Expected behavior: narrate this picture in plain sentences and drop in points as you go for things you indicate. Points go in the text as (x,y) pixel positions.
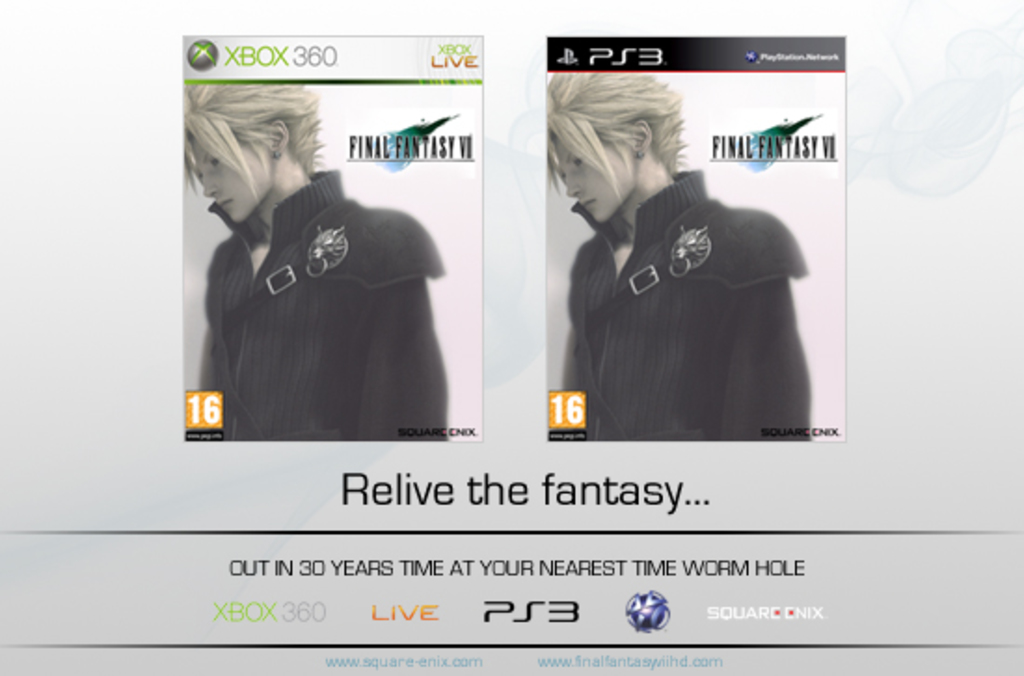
In this image there is a cover (288,343) of a compact disk (285,333) having picture (288,343) of a person (354,285) and some text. Bottom of the image (431,534) there is some text (423,571). Person (355,344) is wearing a black top (383,337).
